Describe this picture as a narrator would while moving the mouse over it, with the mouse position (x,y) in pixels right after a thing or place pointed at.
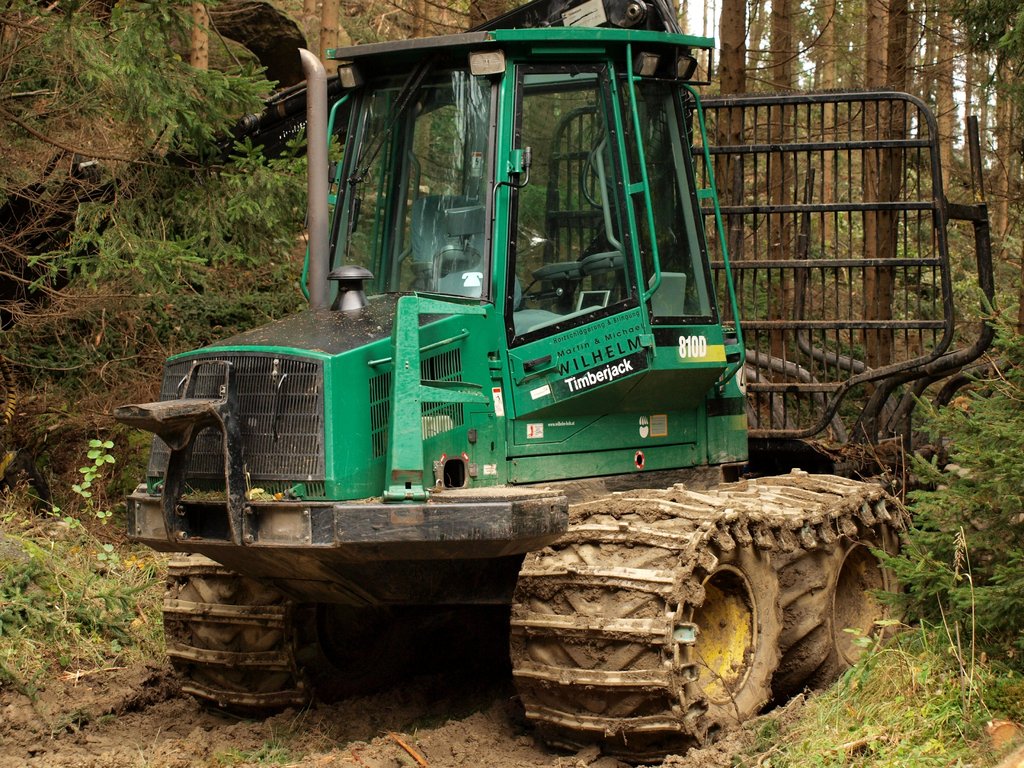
In this picture there is a tractor (564,405) in the center of the image (630,316) and there are trees (725,198) on the right (1006,185) and left side of the image (8,11).
